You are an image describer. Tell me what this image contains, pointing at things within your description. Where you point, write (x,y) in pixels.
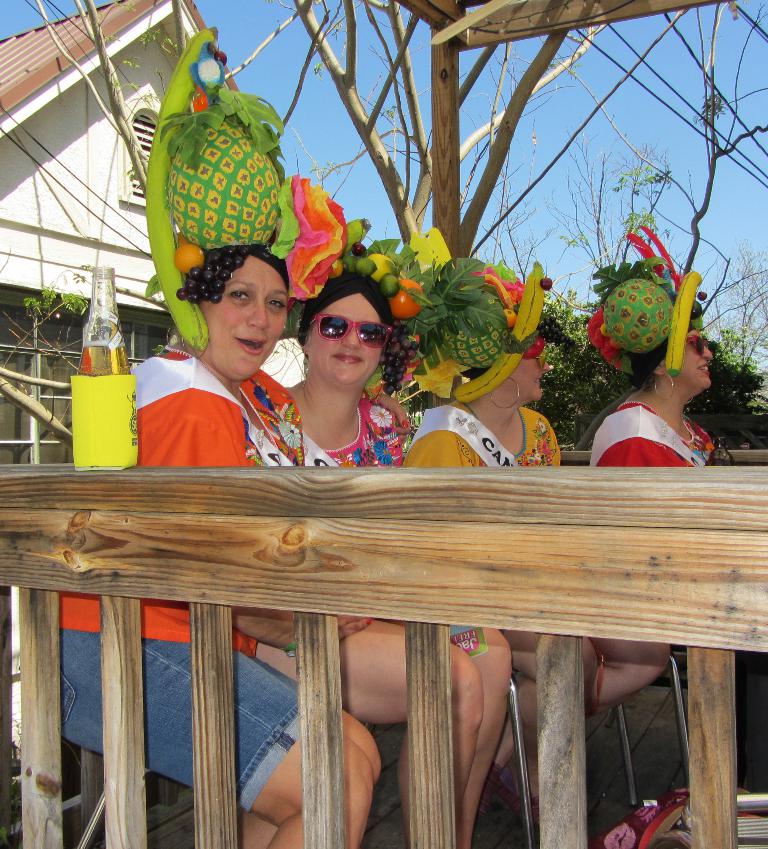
In this image I can see four people (340,451) sitting and wearing the different color dresses (377,425). And I can see the colorful hats (405,339) arranged with fruits (410,282). These people (279,314) are wearing the hats (306,289). In the back (36,257) I can see the trees (115,126), house (122,211) and the blue sky (553,128).
